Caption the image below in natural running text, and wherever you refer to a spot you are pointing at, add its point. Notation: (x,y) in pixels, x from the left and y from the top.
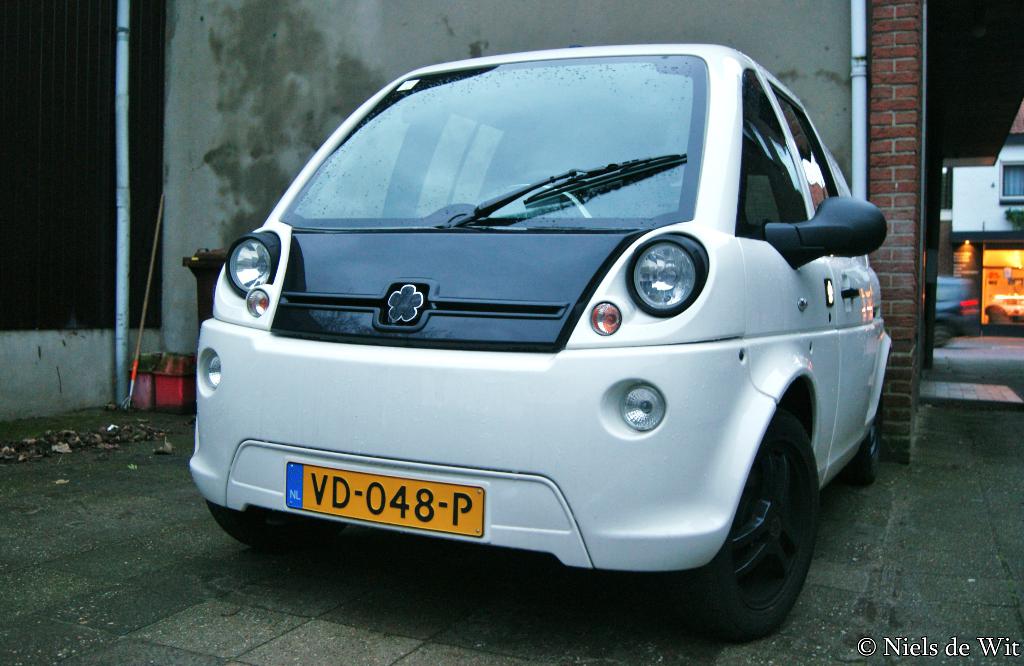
In this image, we can see a car (390,299) in front of the wall (313,43). There are pipes (862,128) on the wall (895,83). There is a house (965,209) on the right side of the image (1000,305).
